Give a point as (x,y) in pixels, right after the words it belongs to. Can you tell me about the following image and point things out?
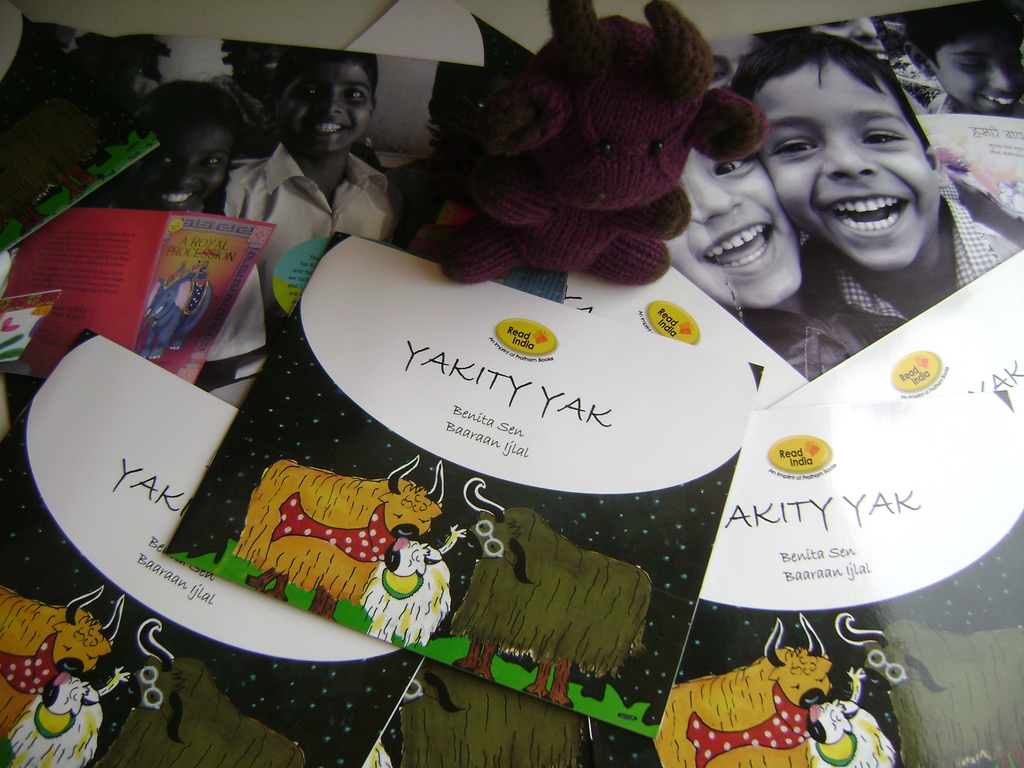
In this picture, we see children's books (572,562) and photos (855,252) are placed on the white table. We even see a purple color stuffed toy (511,177) is placed on the table (5,400).
